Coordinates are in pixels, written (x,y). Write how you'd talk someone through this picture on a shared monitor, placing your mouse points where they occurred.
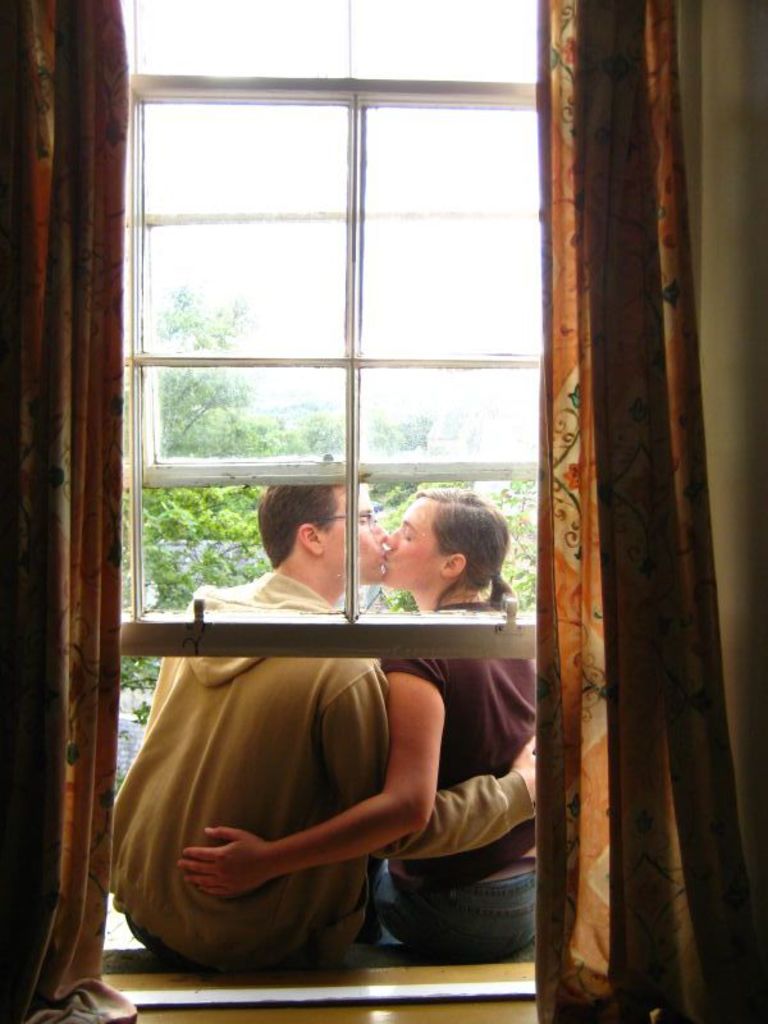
This picture shows a man (333,538) and woman (435,758) holding each other and kissing and we see couple of curtains (54,10) and trees (396,523) and we see a window (244,453).
